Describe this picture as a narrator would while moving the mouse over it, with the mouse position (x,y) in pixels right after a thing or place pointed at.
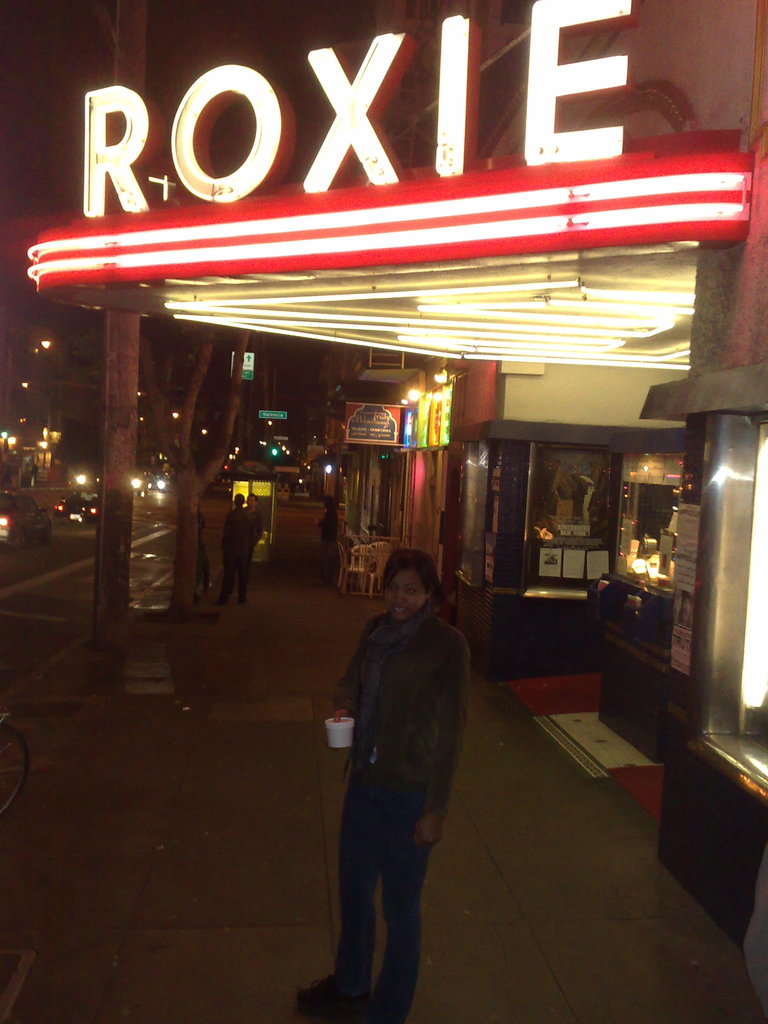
This image consists of a woman (422,761) standing in the front (384,785), she is wearing a jacket (432,785) and holding a cup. At the top (279,159), we can see a name (324,159) on the building (451,419). In the background (413,499), there are trees (190,441) and stalls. At the bottom (112,855), there is a road (162,826).
